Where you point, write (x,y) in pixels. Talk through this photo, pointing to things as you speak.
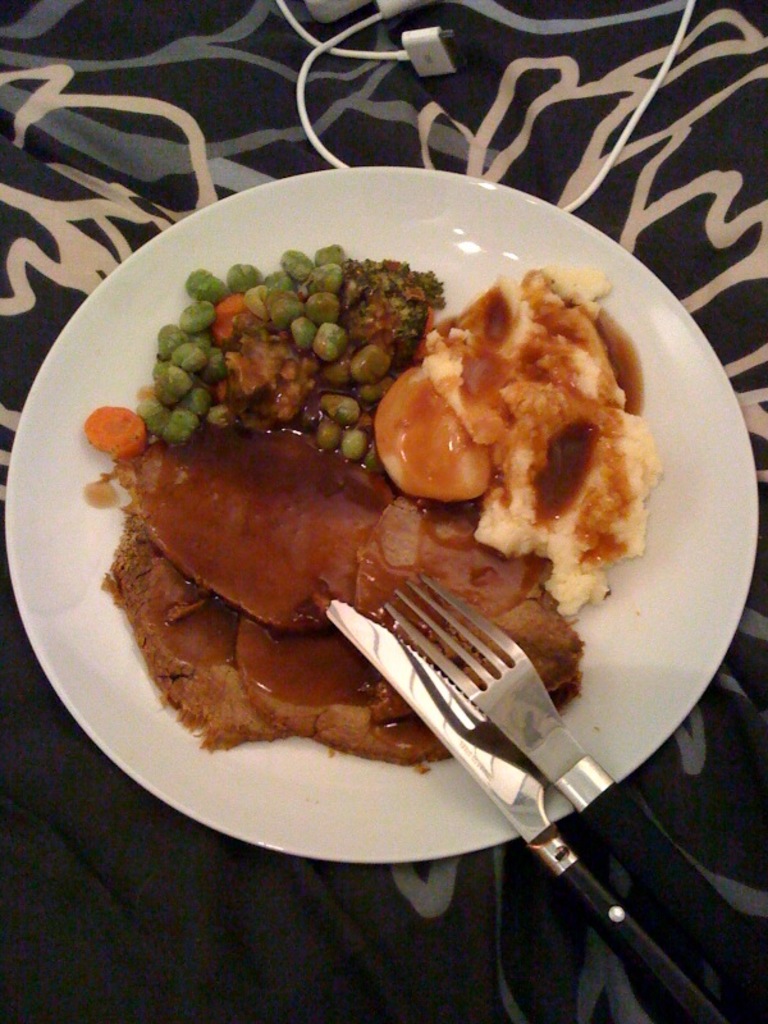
In this image, I can see a plate (253,836), which contains food (440,435). This is a fork (523,699) and a knife (444,714). I can see a cable (408,49). I think this is a blanket (158,152).
